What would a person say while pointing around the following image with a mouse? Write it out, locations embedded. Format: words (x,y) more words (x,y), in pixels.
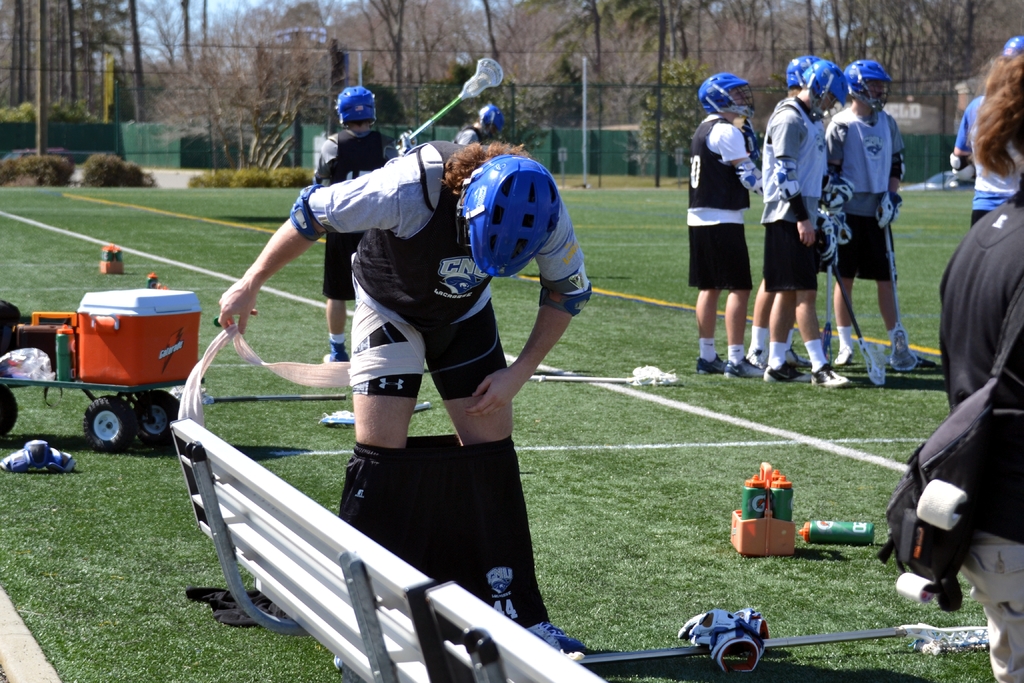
There are groups of people (529,236) standing. This is the bench (402,580). This looks like a wheel cart (114,420) with a basket (135,348), bottle (66,362) and few other things (28,344) on it. I think this is the ground (678,319). These are the water bottles (824,525) and gloves (711,625) placed on the ground (682,560). This looks like a fence (200,148). I can see the trees (220,139) and bushes (89,169).
